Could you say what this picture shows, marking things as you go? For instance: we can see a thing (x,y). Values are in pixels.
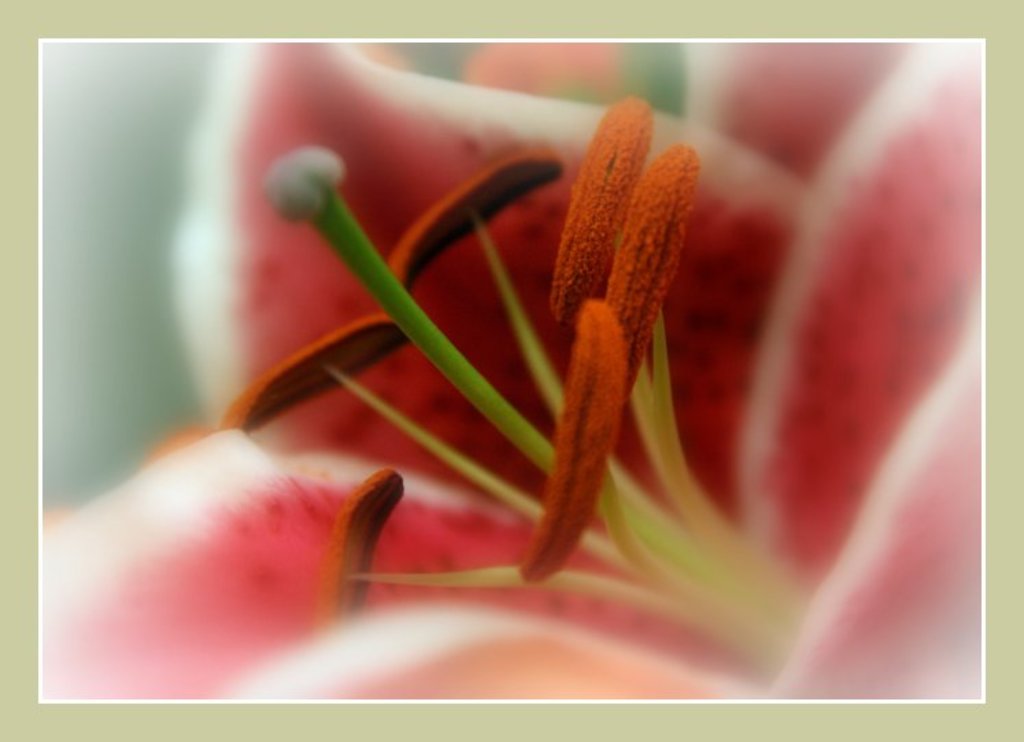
In this picture, we see a flower (380,316) which is having stigma (314,182) and anther (632,190). We even see petals (731,337) which are in pink and white color.
